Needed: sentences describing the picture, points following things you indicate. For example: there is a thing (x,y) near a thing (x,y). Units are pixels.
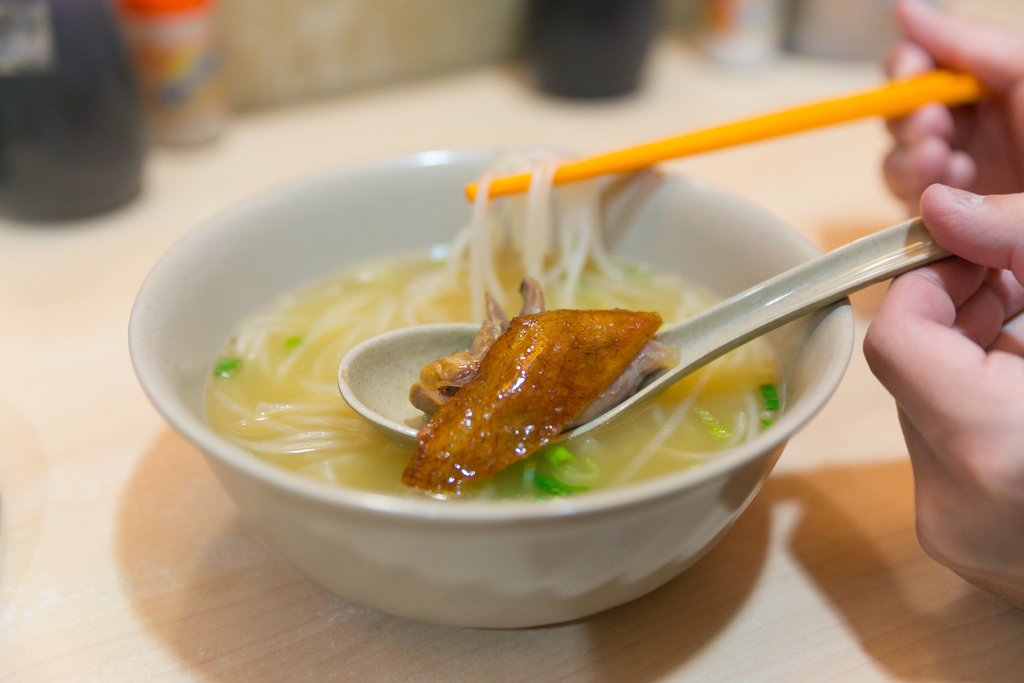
On the table (332,618) there is a white color bowl (272,531). In side the bowl (737,484) there is a soup noodles (387,463), a person (914,324) is holding a white spoon (903,262) in their hand (950,321). In the spoon (470,332) there is a food item (514,363). To the right top (697,137) there is another hand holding chopsticks (739,126) in their hand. On the top (98,69) there are some bottles (117,75).
